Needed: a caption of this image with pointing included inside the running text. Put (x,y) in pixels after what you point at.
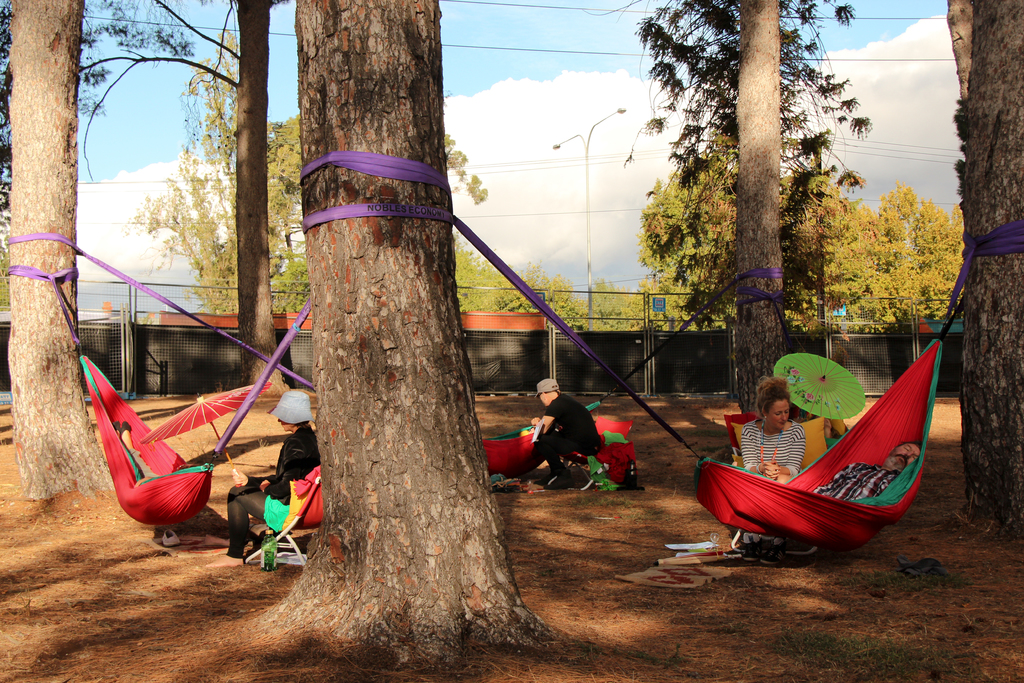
In this picture we can observe swings (192,497) tied to the trunks (40,256) of the trees (781,266). We can observe some people (297,475) sitting beside the swings (852,450) in the chairs (623,473). We can observe a fence (150,339) here. In the background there are trees (694,189) and a sky (500,125) with clouds (453,134).
